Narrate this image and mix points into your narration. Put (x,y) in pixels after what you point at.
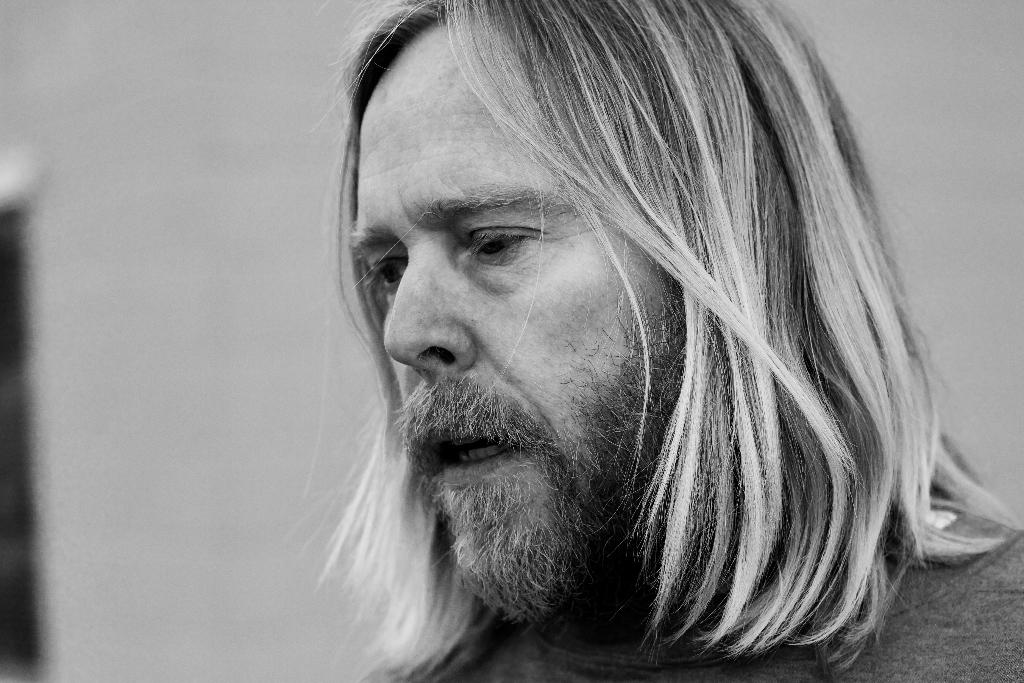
In this picture I can see a man (478,271) in front (480,531) and I see that this is a white and black picture.
